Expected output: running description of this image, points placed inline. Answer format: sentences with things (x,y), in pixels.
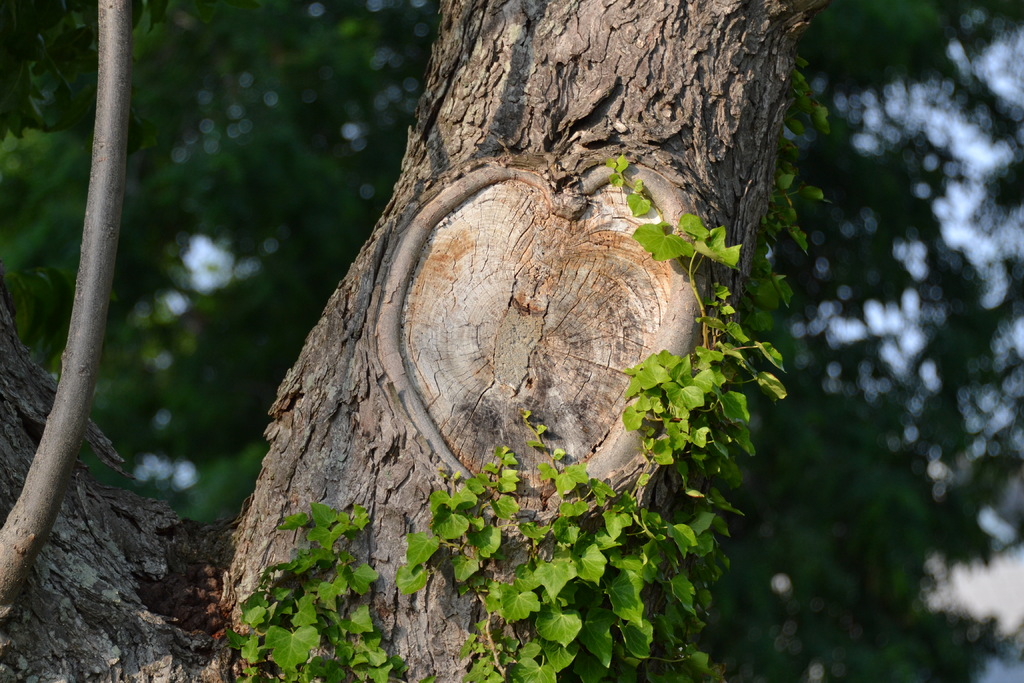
In this picture we can see a tree trunk (537,113) with leaves (739,425) on it and in the background (286,160) we can see trees (889,487), sky (987,162) and it is blurry.
